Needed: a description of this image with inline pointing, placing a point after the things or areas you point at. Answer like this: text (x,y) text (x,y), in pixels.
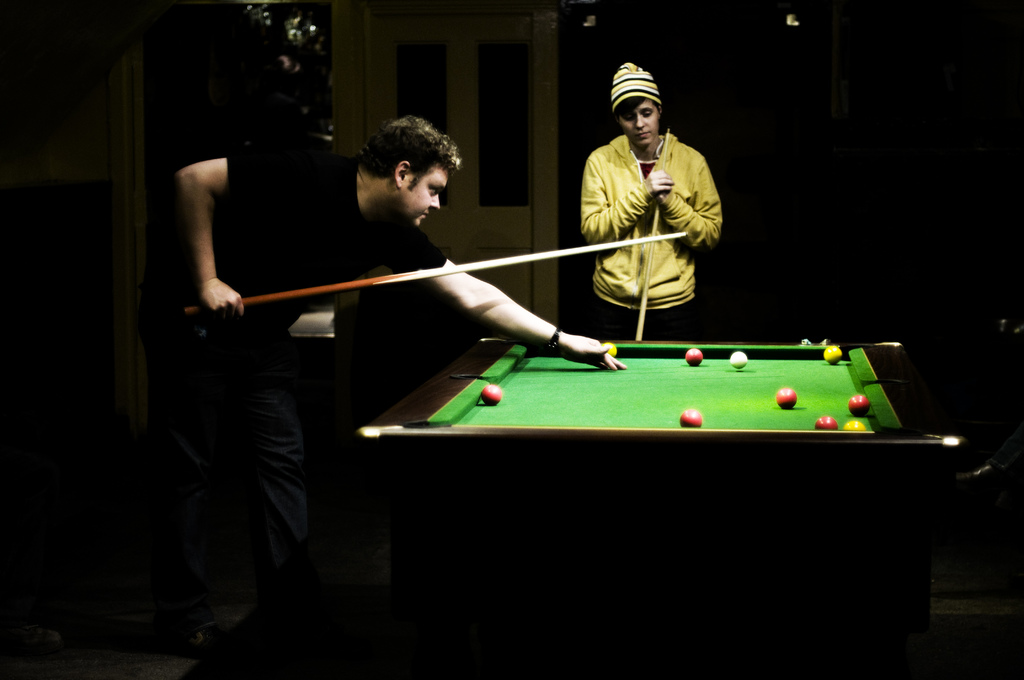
Here we can see a man (201,329) on the left side (153,276) holding a snooker stick (199,310) in his hand (202,289) and playing a snooker game. There is a person (646,93) standing in the center (617,297) and he is watching a game.
